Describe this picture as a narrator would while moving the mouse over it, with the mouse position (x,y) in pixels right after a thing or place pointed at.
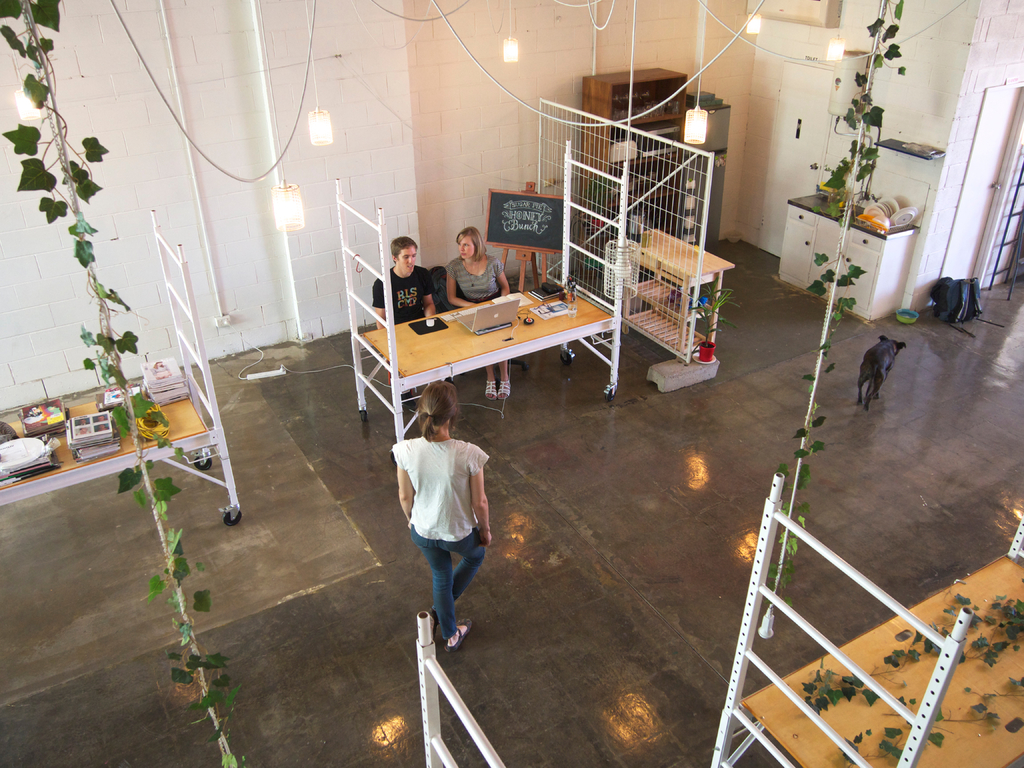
In this picture we can see man (412,266) and woman (473,276) sitting on chair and in front of them table (407,348) and on table (421,335) we have laptop (497,314) and books (545,305), mouse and at back of them there is a board (535,222) and here woman (454,504) is standing and looking at them and beside to them there is fence (606,229) and at back of them wall (330,154), lights (321,120) and on floor (343,616) we have here flower pot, dog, bag (945,294), cupboards (833,232), racks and other tables (769,719).
